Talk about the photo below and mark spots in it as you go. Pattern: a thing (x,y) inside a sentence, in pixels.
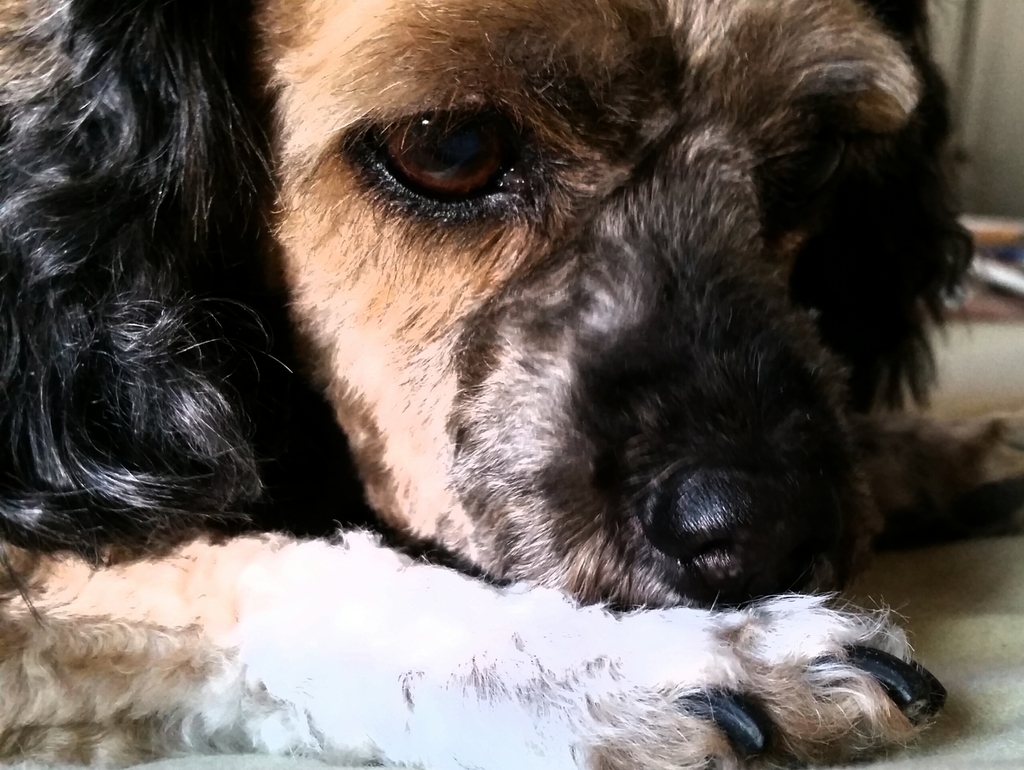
In this image, we can see a dog (778,566) and the ground (927,640).
